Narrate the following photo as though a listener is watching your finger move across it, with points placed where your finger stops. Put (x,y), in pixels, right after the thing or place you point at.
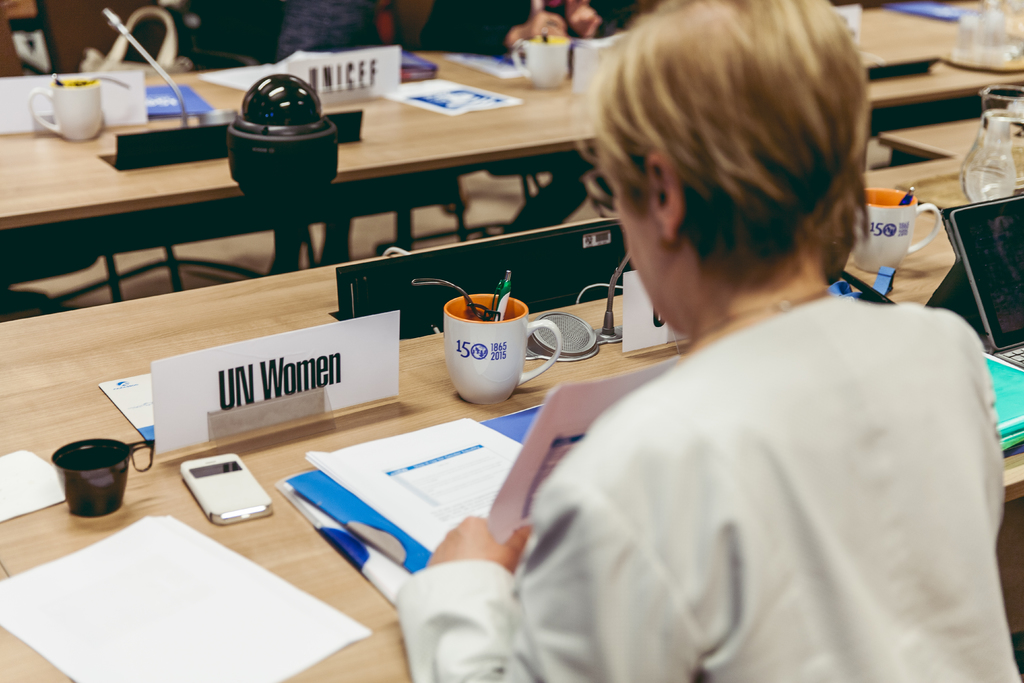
In this image we can see a woman (653,511) sitting on the chairs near the table (189,493). We can see cups (79,479), mobile phone (198,483), files (333,490), laptop (1019,317) and name plate (267,379) on the table (590,362).
